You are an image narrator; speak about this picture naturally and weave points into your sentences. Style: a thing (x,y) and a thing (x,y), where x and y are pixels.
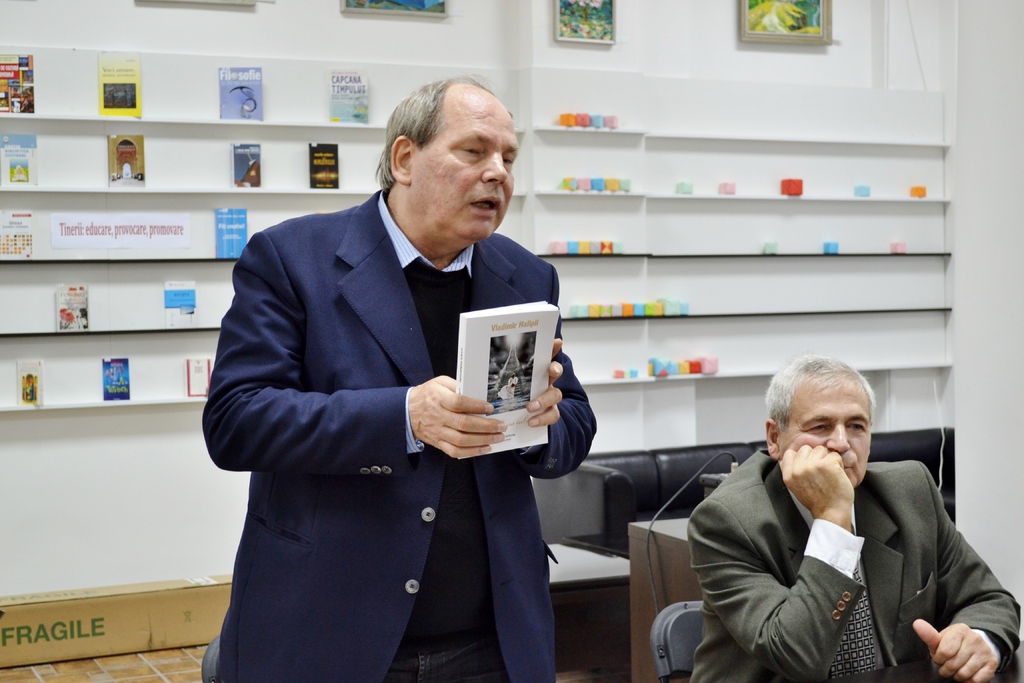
In this image, we can see two persons (709,563) wearing clothes (521,599). There is a person (498,583) at the bottom of the image (451,544) holding a book (517,352) with his hands (493,425). There is a wall shelf (728,253) in the middle of the image (571,347) contains some books (172,311) and objects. There is a sofa (679,461) in the bottom right of the image (687,476). There are paintings (754,13) on the wall (171,29).
